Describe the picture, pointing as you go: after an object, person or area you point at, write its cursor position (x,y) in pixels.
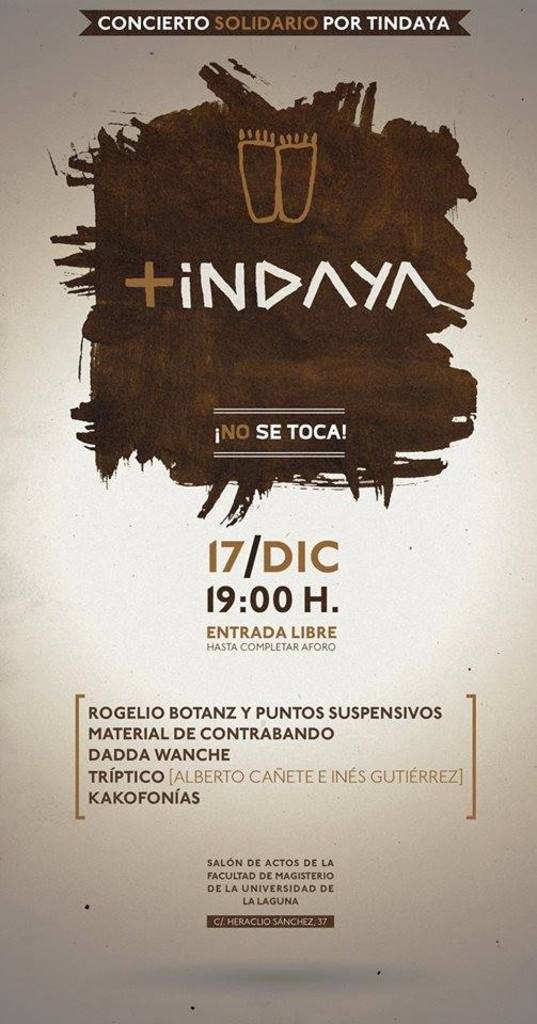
We can see poster (270,8), on this poster (222,339) we can see some text (178,789).
